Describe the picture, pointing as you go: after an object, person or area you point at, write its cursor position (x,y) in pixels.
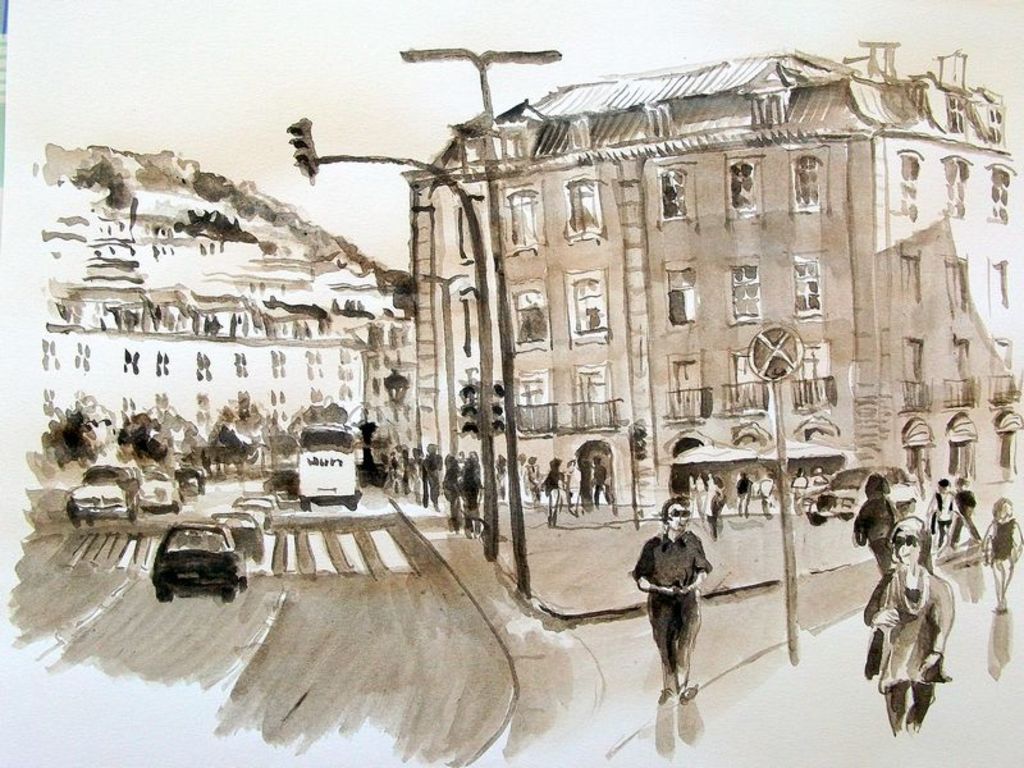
In the foreground of this painted image, on the bottom (412,639), there is a road (646,685), few vehicles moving on the road (430,668) and persons (887,602) walking. We can also see poles (772,388), sign board (778,379), buildings (470,341) and the sky (258,55).
